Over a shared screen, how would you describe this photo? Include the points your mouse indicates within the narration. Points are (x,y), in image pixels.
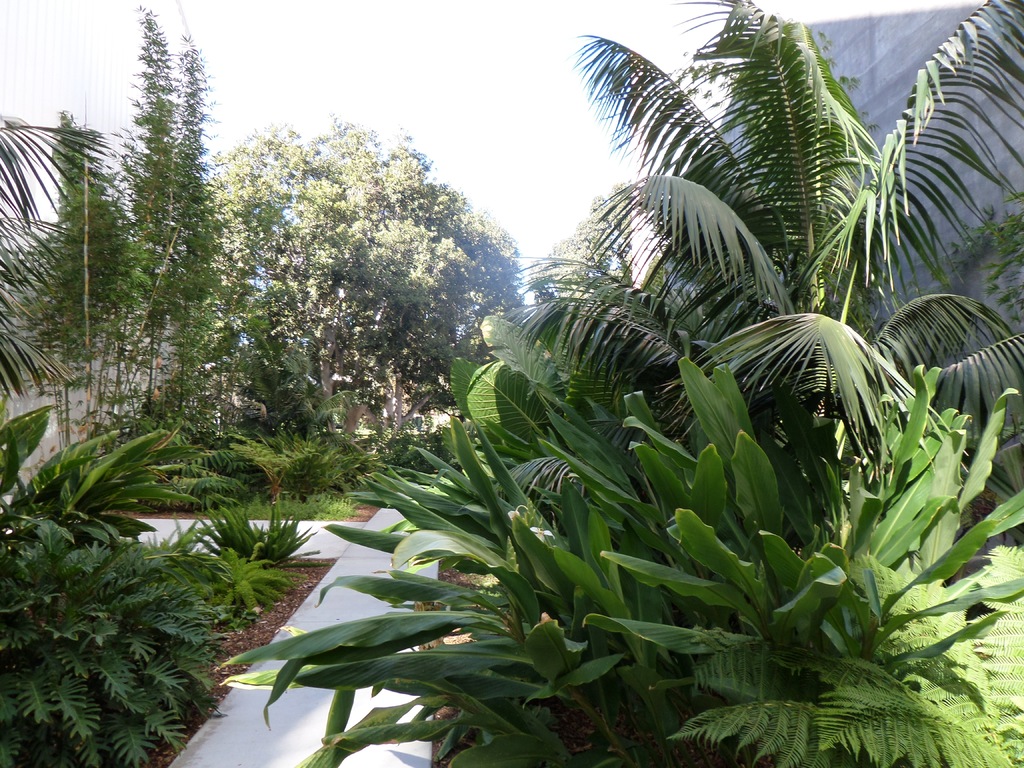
In this picture we can see few trees (335,412) beside the pathway (405,701).
